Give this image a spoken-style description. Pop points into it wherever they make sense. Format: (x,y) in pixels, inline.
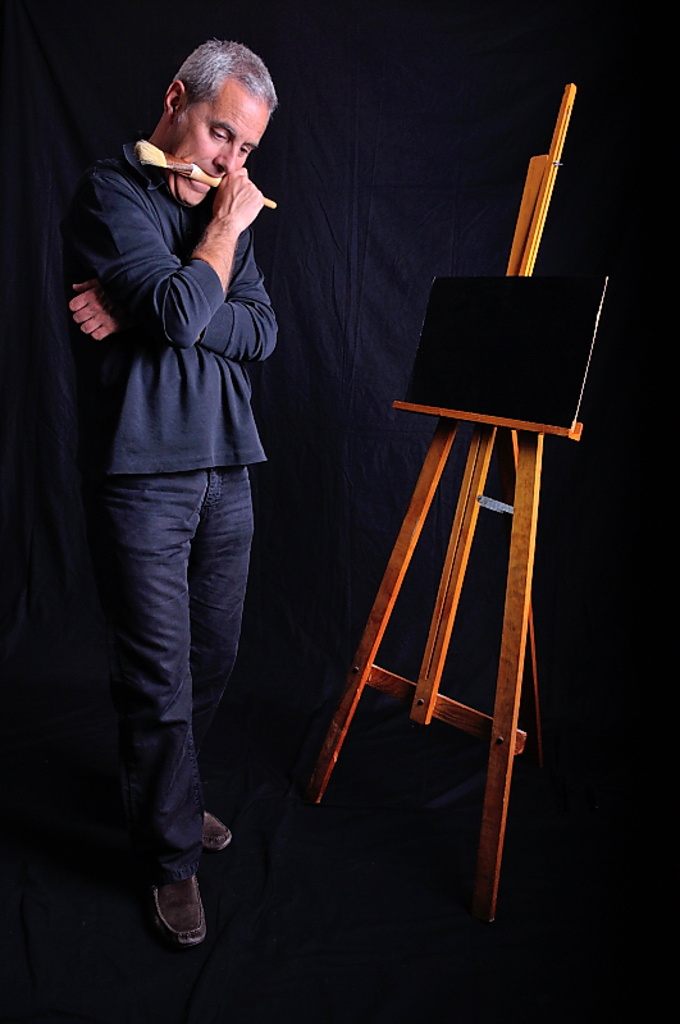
In this picture we can see a man (136,542) is holding a brush (164,156) and in front of the man (166,626) there is a wooden stand (379,590) with a board (416,365). Behind the man (177,368) there is a dark background (320,416).
